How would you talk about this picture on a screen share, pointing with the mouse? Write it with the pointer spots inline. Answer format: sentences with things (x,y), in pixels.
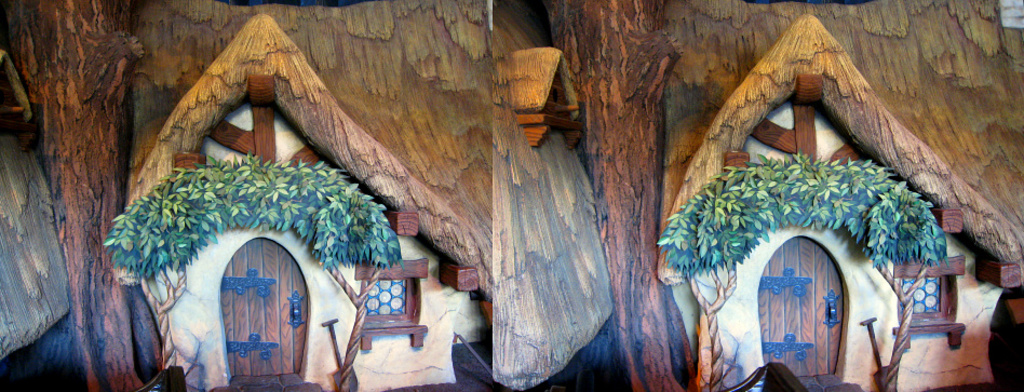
This is a collage image, in this image there is an entrance (272,312) view of a wooden house (186,118), there is a door (253,316), on top of the door (253,316) there are leaves (286,211) decorated.
